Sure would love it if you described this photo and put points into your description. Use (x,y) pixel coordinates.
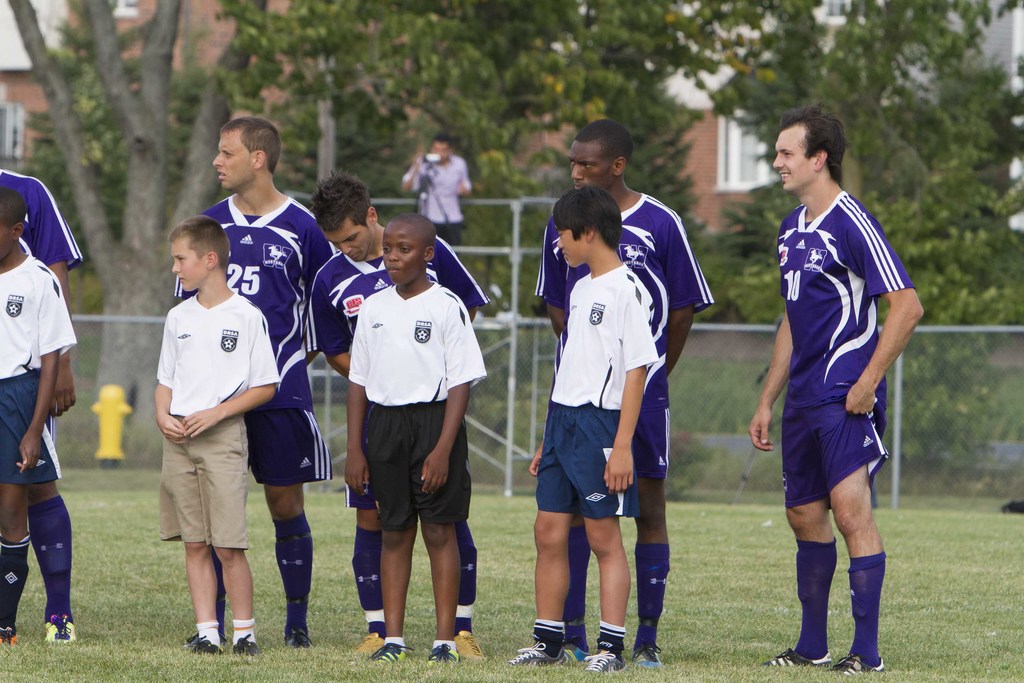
In this picture there are group of people (23,384) standing. At the back (437,205) there is a person (447,215) standing and holding the camera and there is a fence (723,451) and there is a fire hydrant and there are trees (64,213) and buildings (739,145). At the bottom (845,632) there is grass (675,682).
